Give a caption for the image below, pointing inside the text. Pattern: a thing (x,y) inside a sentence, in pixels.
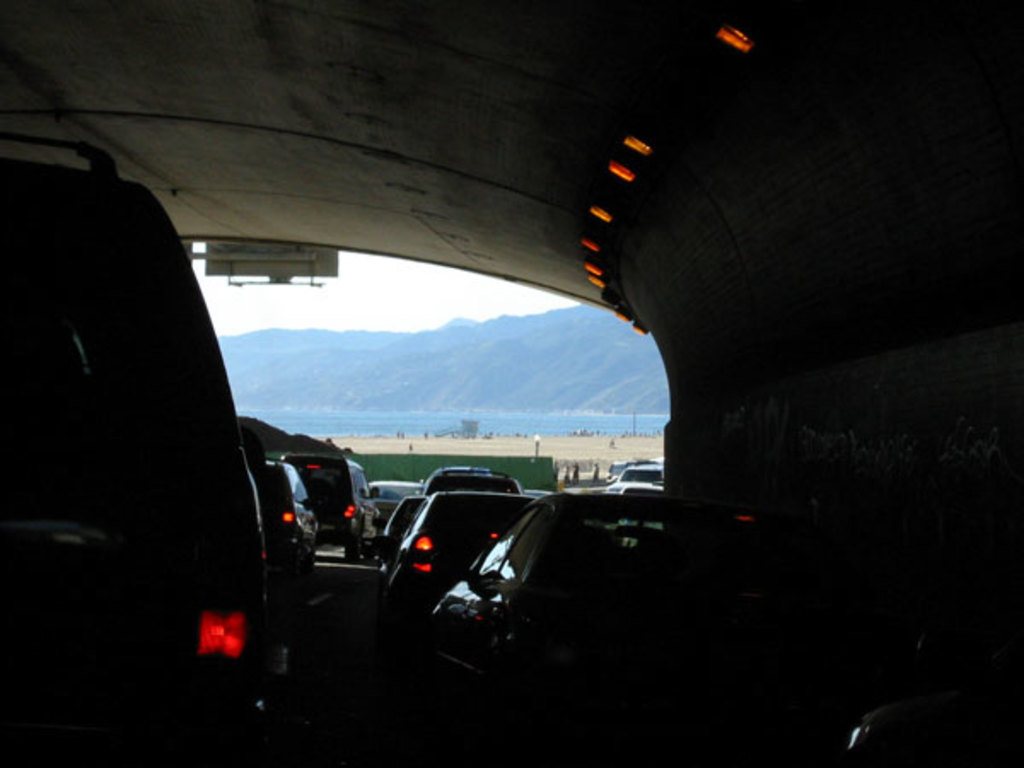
There is a subway (301,644) and a lot of vehicles (314,521) are passing through the subway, in the background (641,353) there are some mountains (526,346).
